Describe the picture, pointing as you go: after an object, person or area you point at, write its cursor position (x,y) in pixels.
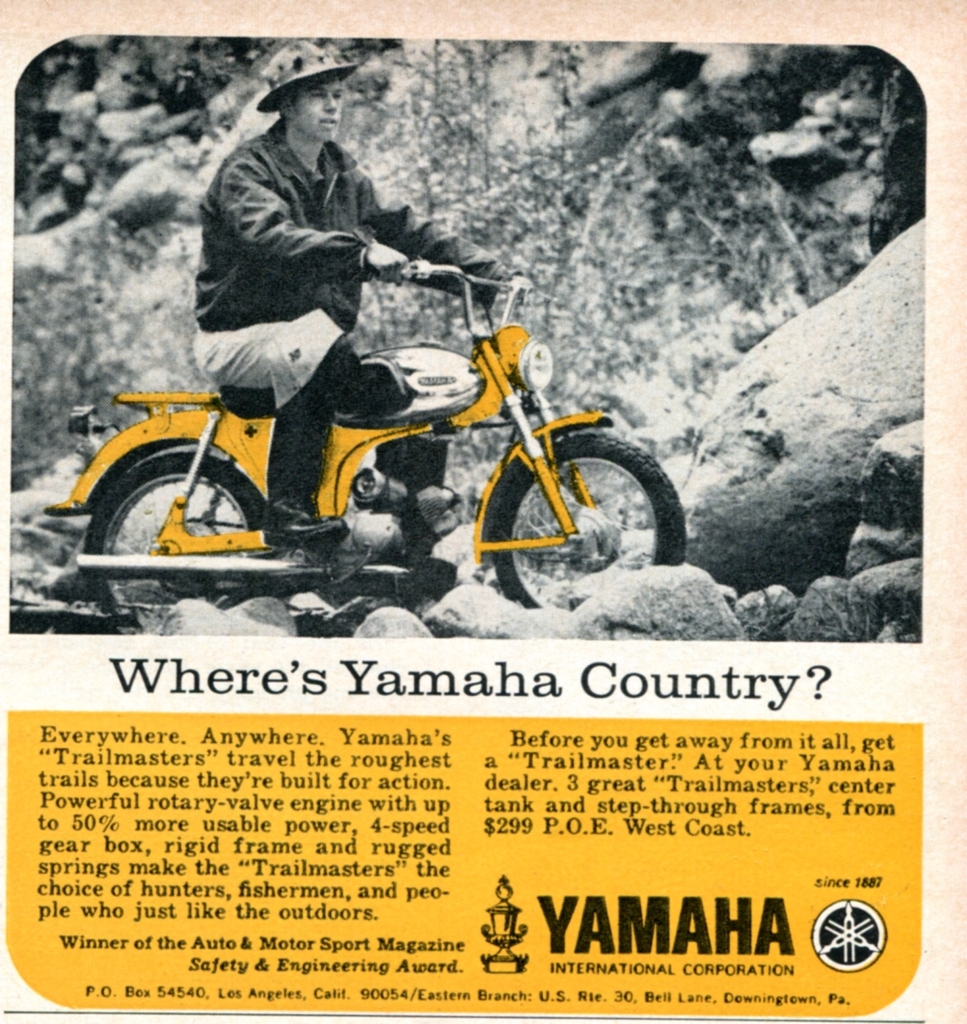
In the image we can see one man (350,361) riding bike (554,542) and he is wearing hat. In the background (176,215) there is a stone (194,169) and plant (672,179).
